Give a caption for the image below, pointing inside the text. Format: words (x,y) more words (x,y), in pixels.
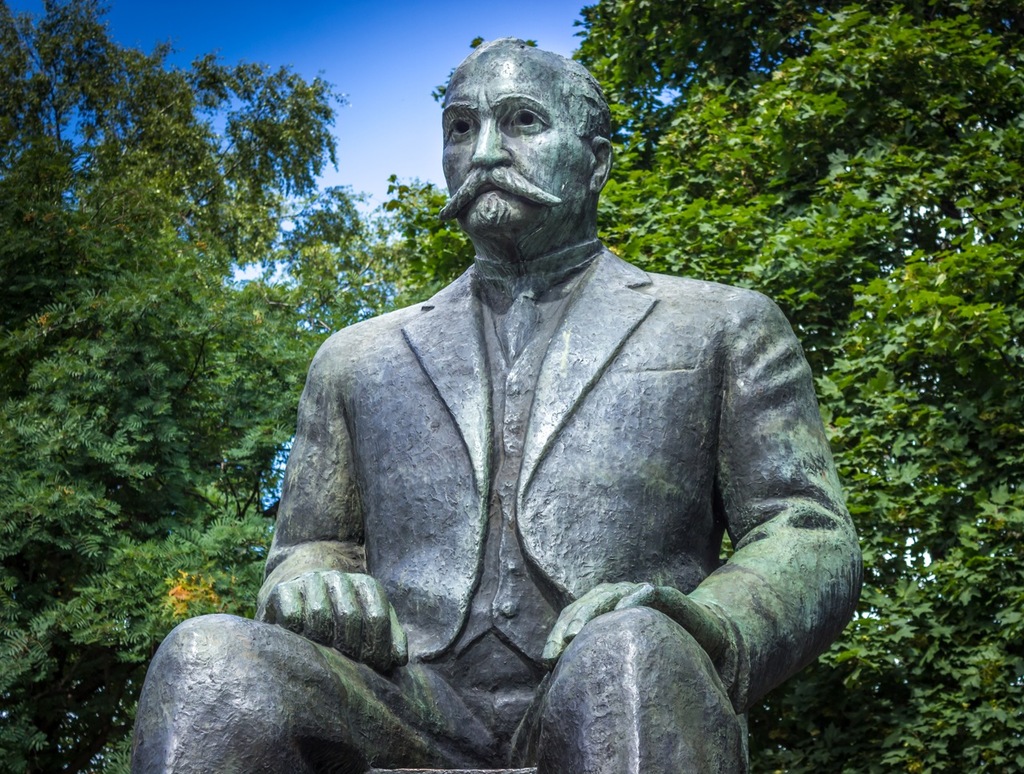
In this image there is a statue of a man (512,569) who is sitting. In the background (212,427) there are trees (260,410). At the top (414,66) there is the sky (367,59).
